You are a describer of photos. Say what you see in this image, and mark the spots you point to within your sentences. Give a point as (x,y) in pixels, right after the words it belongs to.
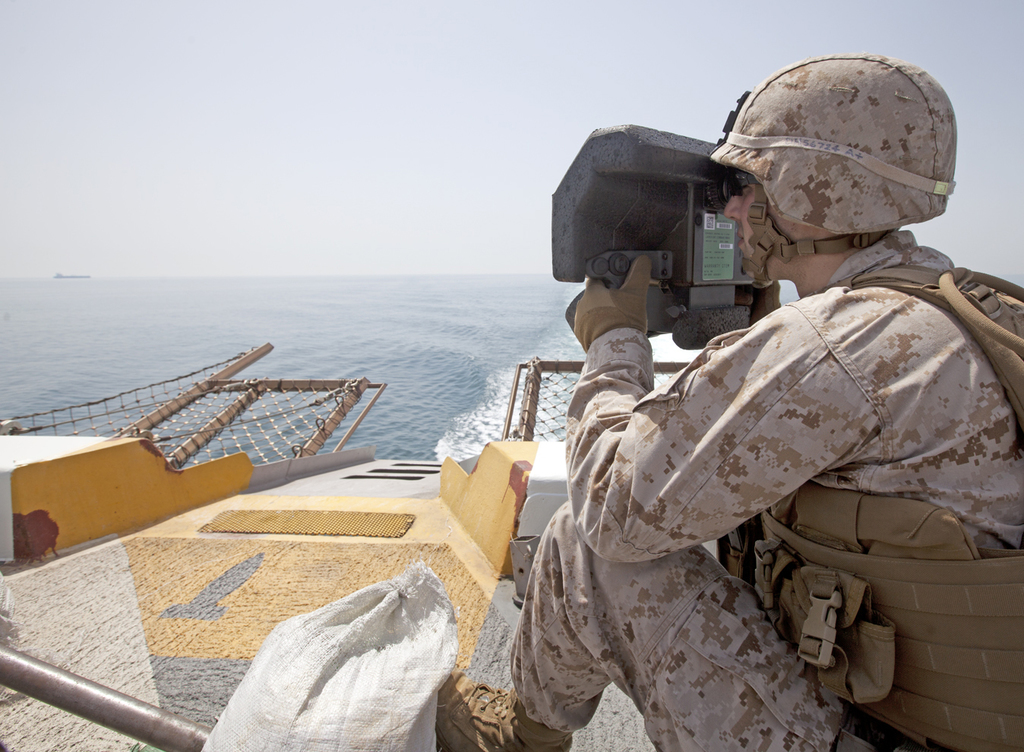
In this picture I can see a man (823,495) is sitting. The man (821,245) is wearing helmet (837,158) and uniform (831,464). The man (722,489) is holding a black color object (678,255). In the background (277,172) I can see the sky (214,274) and water (281,361). I can also see some other objects (23,560) on the surface (148,628).
